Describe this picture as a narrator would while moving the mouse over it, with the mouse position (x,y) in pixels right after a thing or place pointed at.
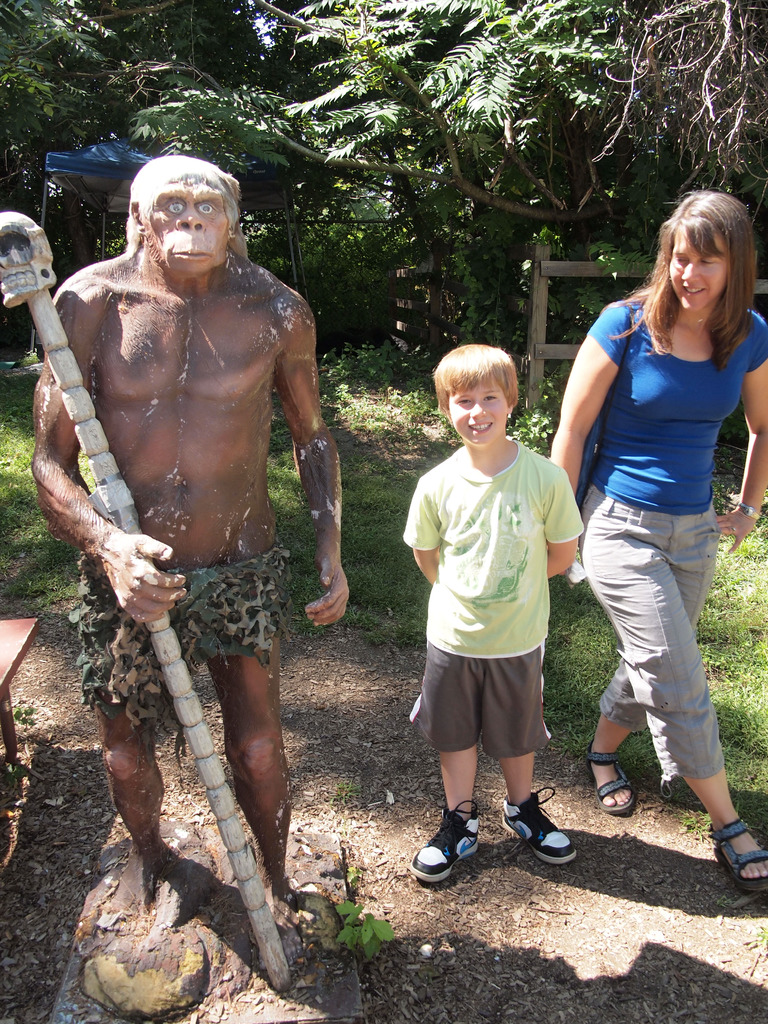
In this image we can see a lady (675,555) and a boy (513,718) smiling. On the left (172,577) there is a sculpture (69,440). In the background (654,251) there are trees (326,201), tent (74,150) and a fence (546,357).
